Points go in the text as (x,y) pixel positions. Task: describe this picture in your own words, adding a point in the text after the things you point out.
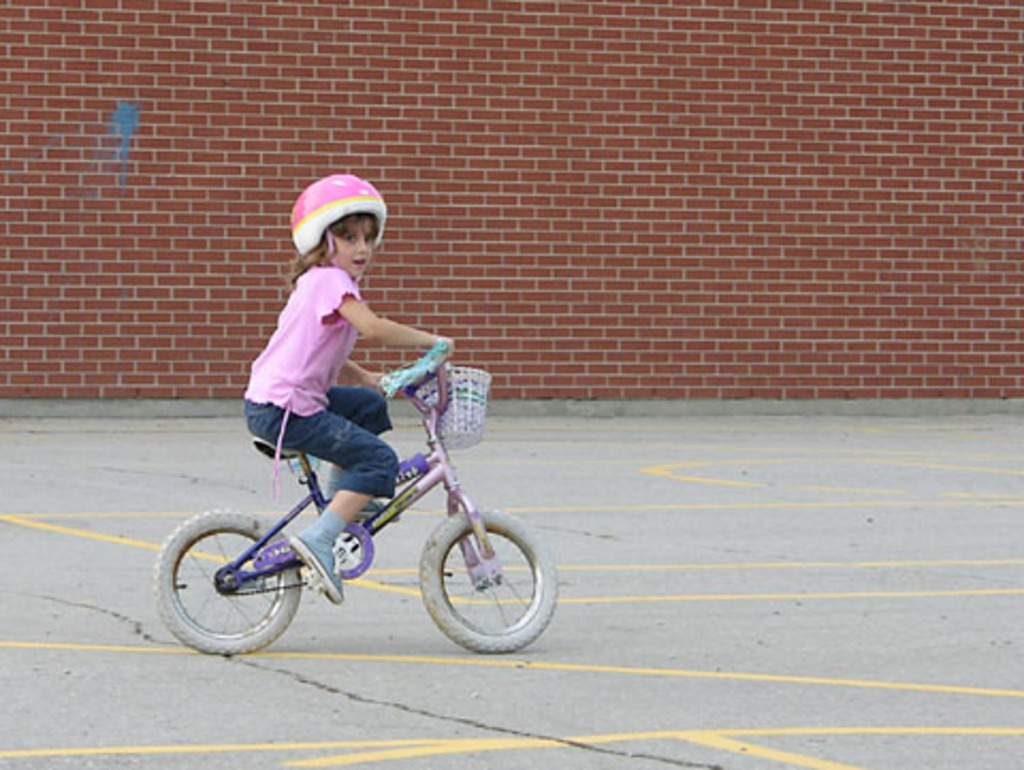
In this picture we can see a girl (269,348) wearing a helmet (293,222) on her head (344,221) and sitting on a bicycle (434,579). This bicycle (272,605) is on the path (369,654). We can see a brick wall (330,86) in the background (685,51).
